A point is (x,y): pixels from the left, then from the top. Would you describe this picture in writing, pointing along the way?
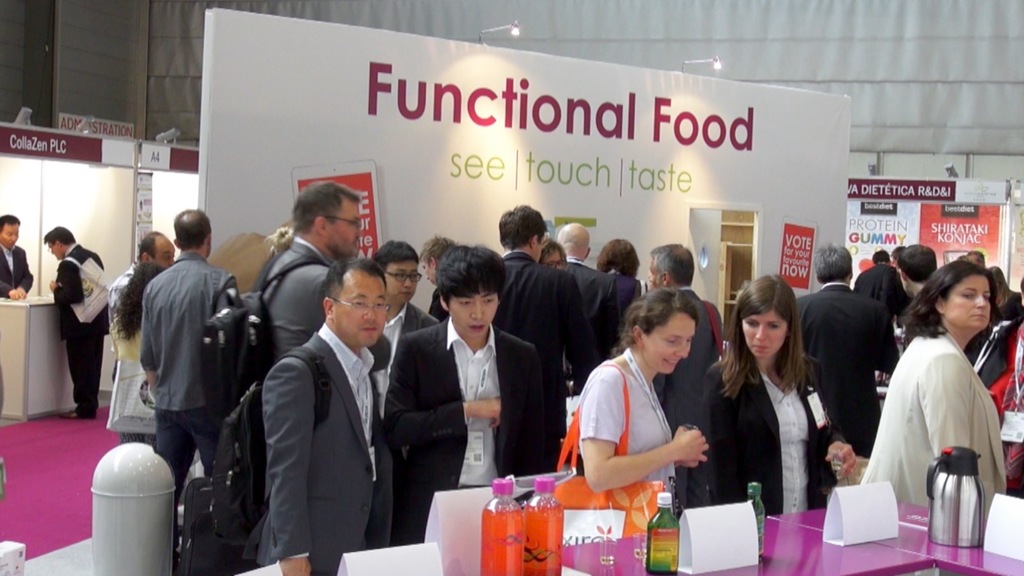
In this picture I can see few people (290,303) are standing and I can see boards (654,216) with some text (874,211) and few bottles (650,568), kettle (948,496) and few name boards (734,539) on the table (631,539) and I can see lights (719,60).
